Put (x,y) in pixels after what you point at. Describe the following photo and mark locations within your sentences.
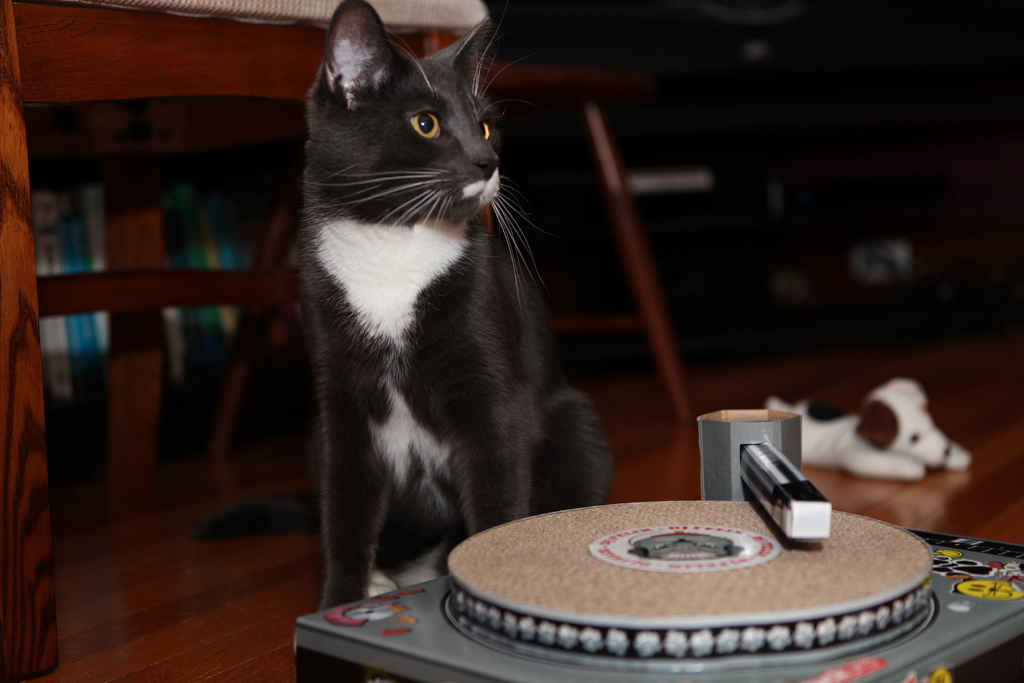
In this picture we can see a toy (955,458) on the floor (638,470), cat (552,446), table (569,78), some objects (768,556) and in the background (720,173) it is dark.
